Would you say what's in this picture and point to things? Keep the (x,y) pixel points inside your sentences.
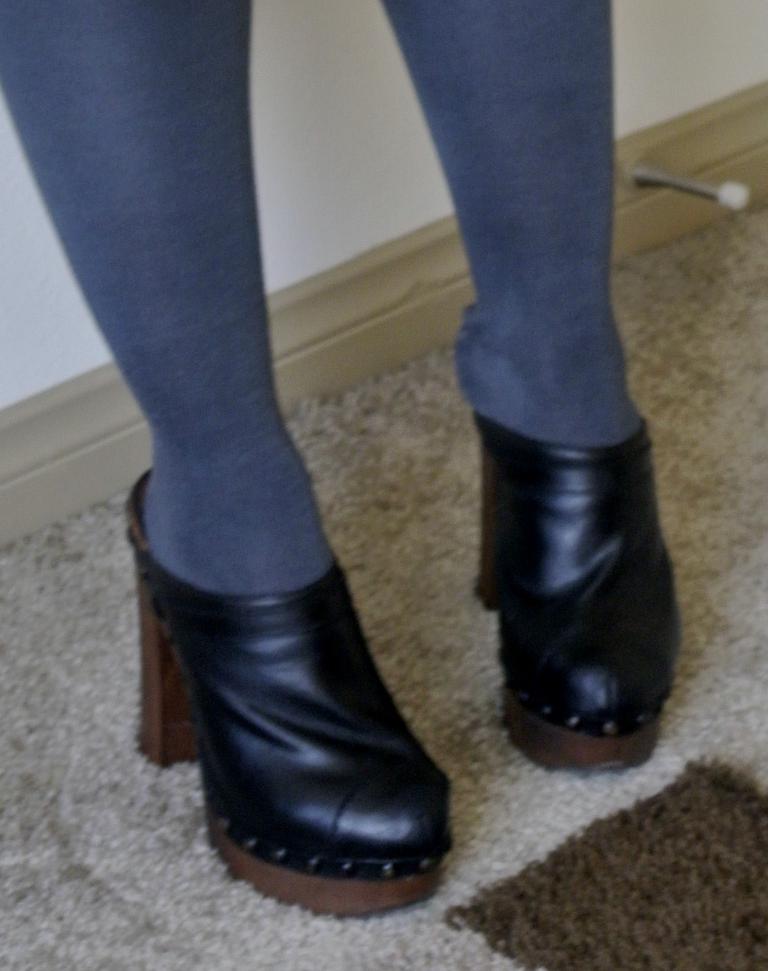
In this image, I can see a person's legs (447,137) with socks (207,481) and heels (225,769). This looks like a carpet (521,800) on the floor (731,404). Here is the wall (375,233).
